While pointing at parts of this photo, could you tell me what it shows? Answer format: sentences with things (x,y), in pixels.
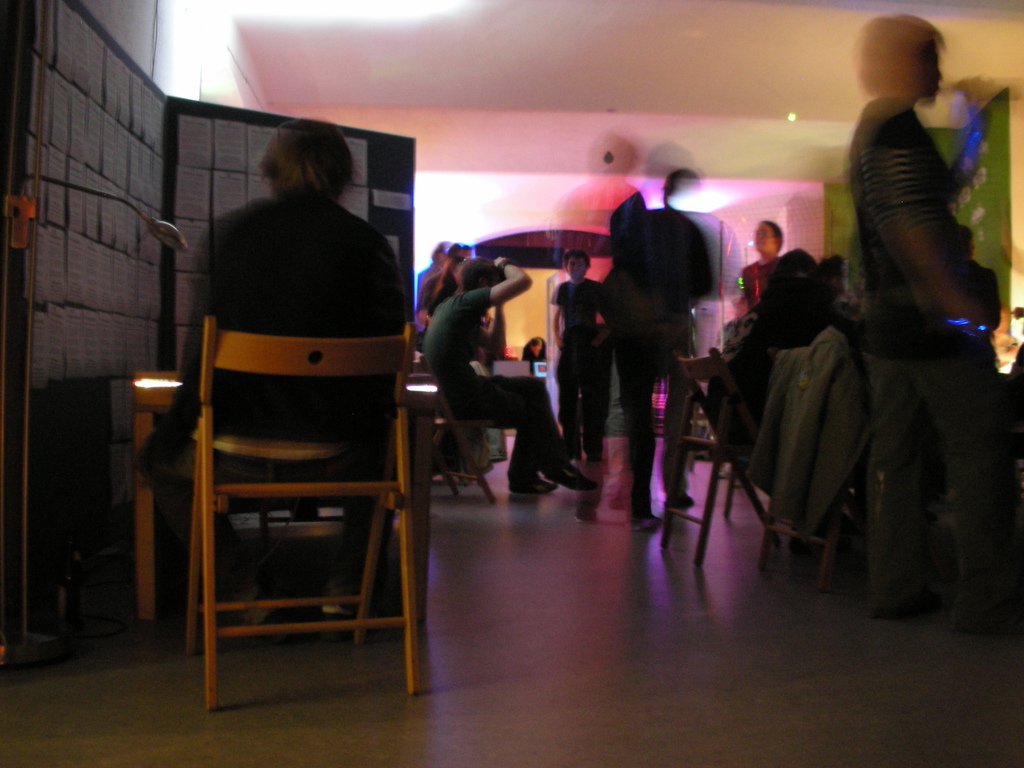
In this image I can see on the left side (261,370) a person (310,389) is sitting on the chair (320,496), near the table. In the middle (639,265) few people (648,470) are standing, few (759,337) are sitting on the chairs (710,374). There is a board (171,214) with papers (154,192) on it on the left side of an image (115,268).
